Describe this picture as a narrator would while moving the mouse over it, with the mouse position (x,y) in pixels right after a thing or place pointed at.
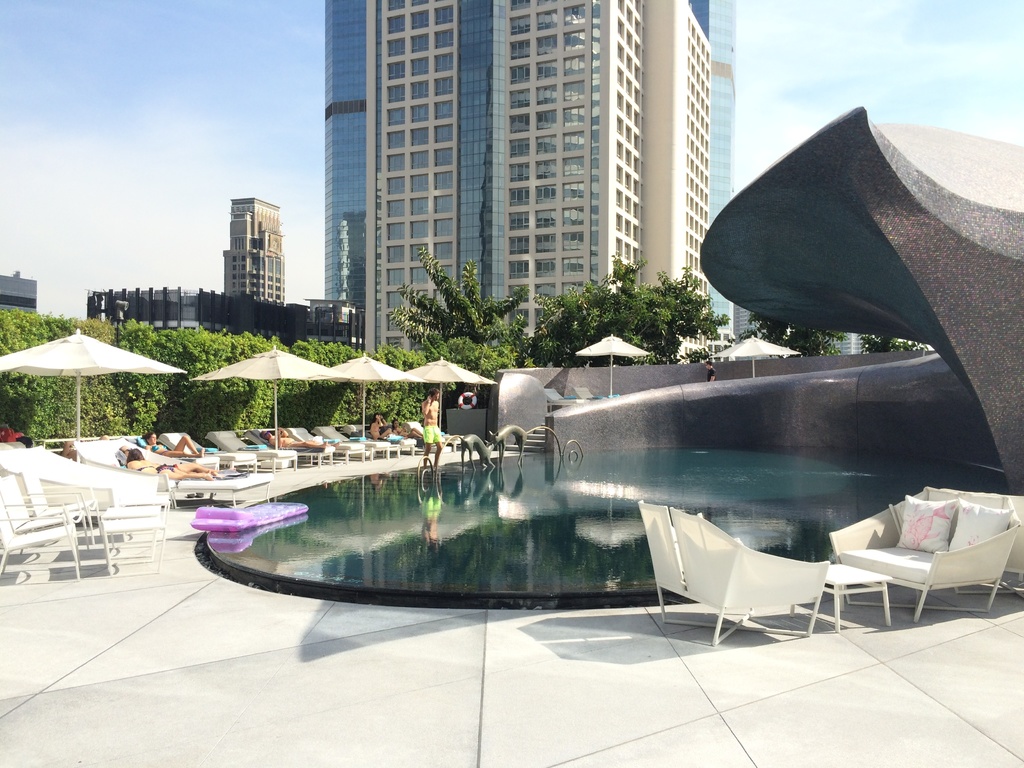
At the top (156,60) we can see a sky (241,82) with clouds (837,57) and it seems like a sunny day. Here we can see huge buildings (517,179). This is a swimming pool (512,516). These are hammock chairs (245,461) on which we can see few persons (193,477) are laying on it. These are umbrellas (80,346). these are trees (479,361). These are chairs (929,555) with cushions (943,546). This is an arch (948,208) with marble (928,233). This is a floor (568,703).
